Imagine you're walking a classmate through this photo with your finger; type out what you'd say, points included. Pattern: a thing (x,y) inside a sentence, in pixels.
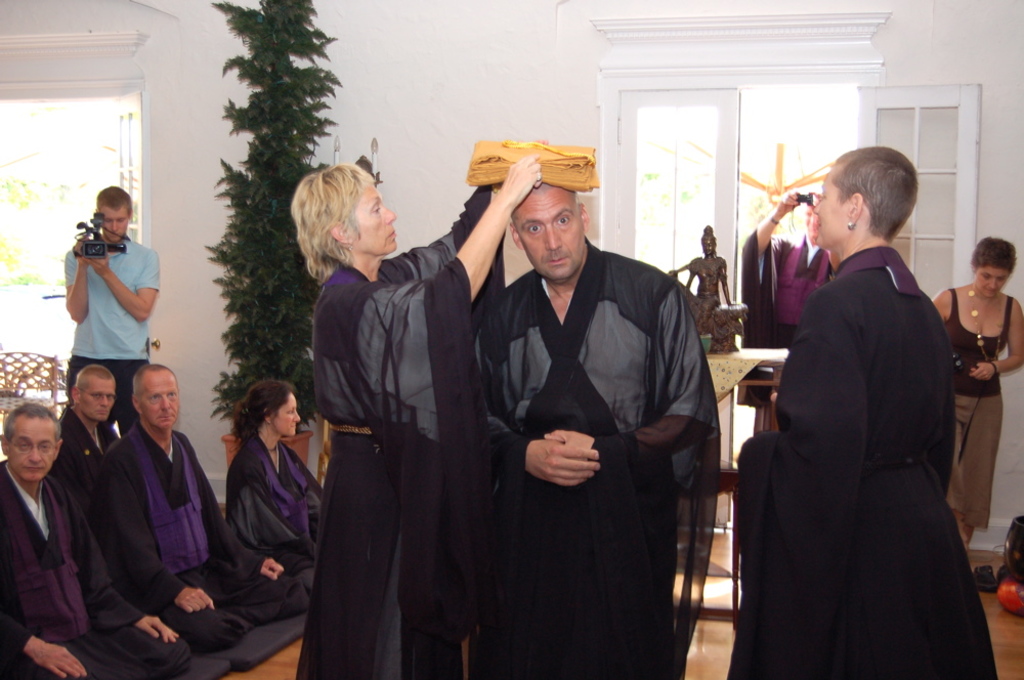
Here we can see few persons (706,503). She is holding a cloth (576,156) which is on the head (549,192) of a person (640,481). There is a statue (694,311), plant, and a chair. There are two persons (754,325) holding cameras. In the background (172,189) we can see doors (622,161) and wall (478,125).
